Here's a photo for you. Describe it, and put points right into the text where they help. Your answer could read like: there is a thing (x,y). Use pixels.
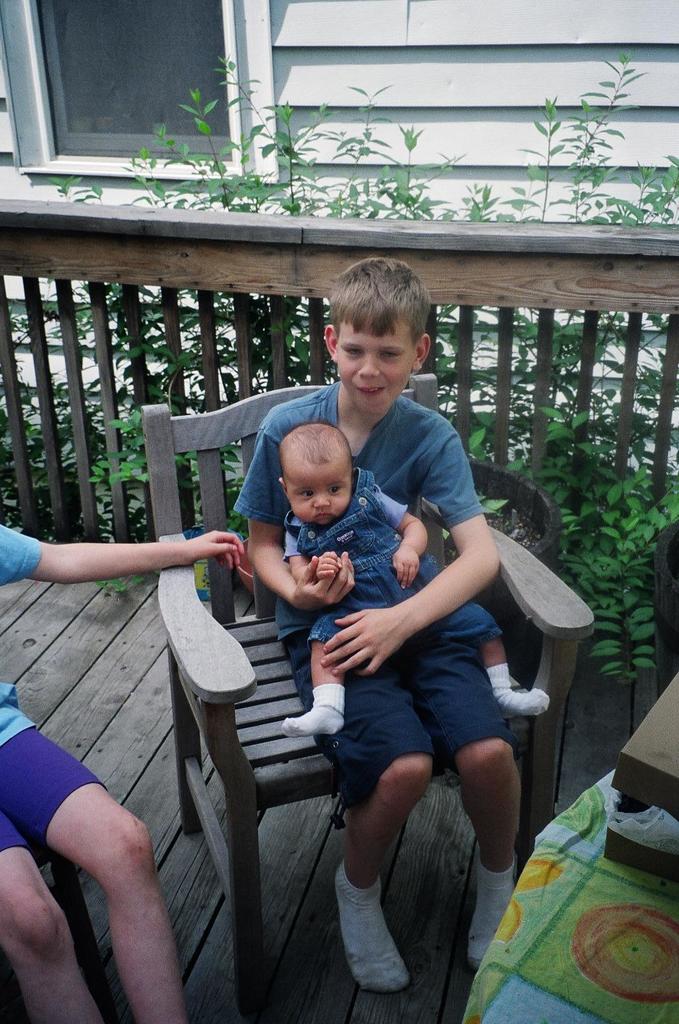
In this image i can see a child (382,328) holding a baby (396,520) sitting in a chair (289,767) and to the left corner (67,972) i can see a person (56,972) sitting on a chair (90,939). In the background (172,293) i can see a railing (208,223), a tree (289,136) and a window (156,111) of a building (156,111).
